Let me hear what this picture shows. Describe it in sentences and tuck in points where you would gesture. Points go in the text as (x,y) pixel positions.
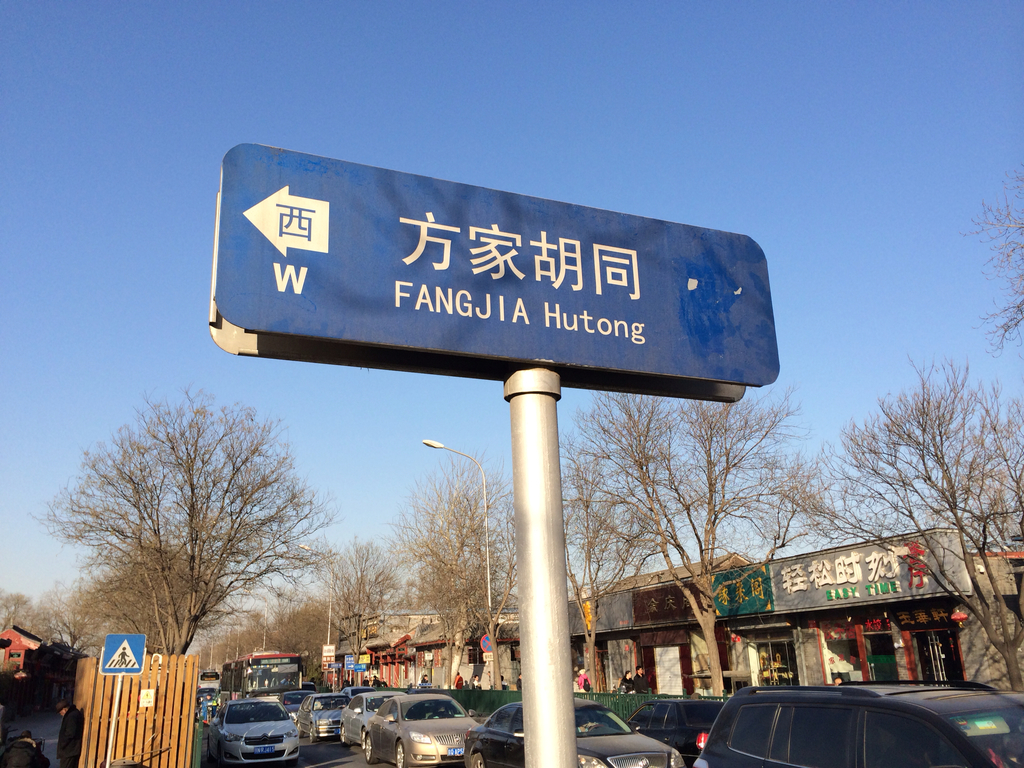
We can see boards (537,346) on poles (542,423), fence (104,723) and vehicles (253,666) on the road (330,751). In the background (103,612) we can see buildings (394,661), trees (284,628), lights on poles (491,663), boards (487,636) and sky (108,174) in blue color.
